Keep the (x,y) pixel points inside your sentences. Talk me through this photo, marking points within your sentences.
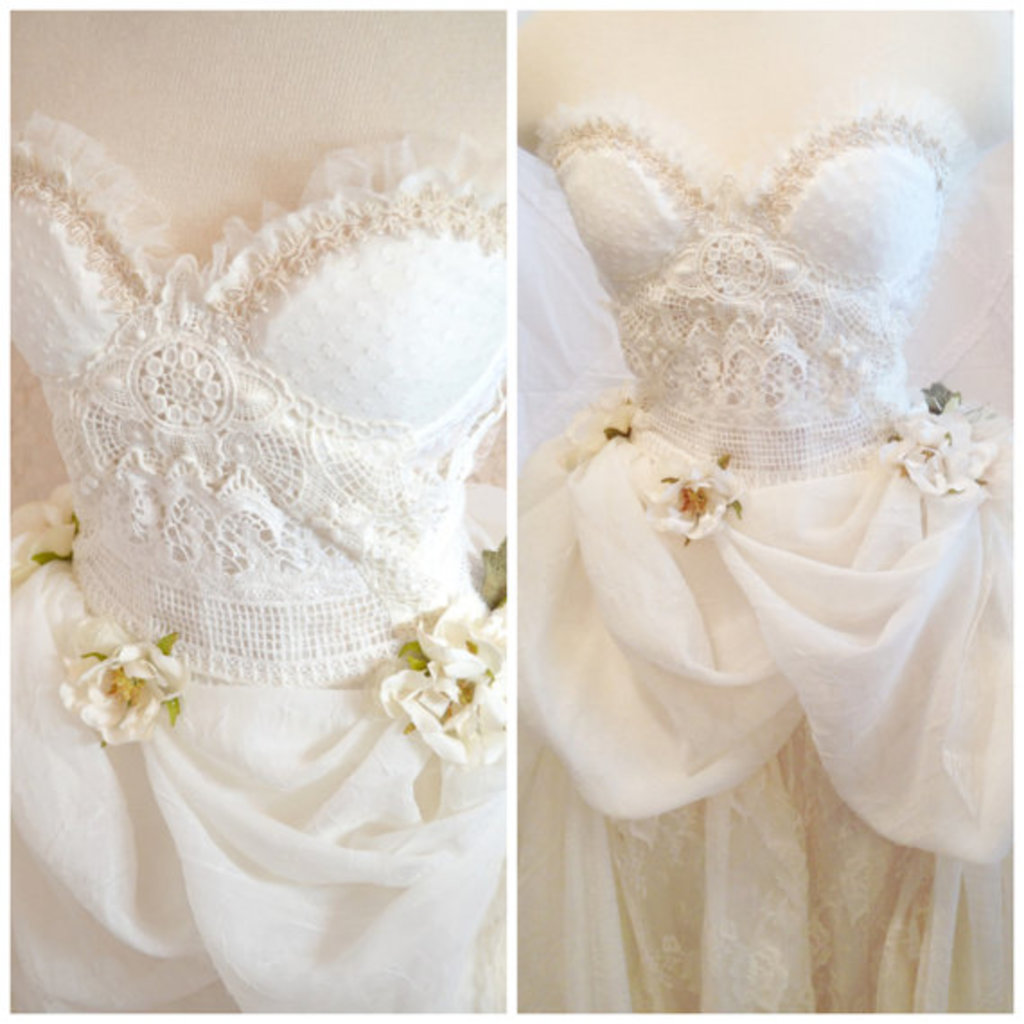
As we can see in the image there is a white color cloth (599,791), flowers (109,671) and wall (390,104).
